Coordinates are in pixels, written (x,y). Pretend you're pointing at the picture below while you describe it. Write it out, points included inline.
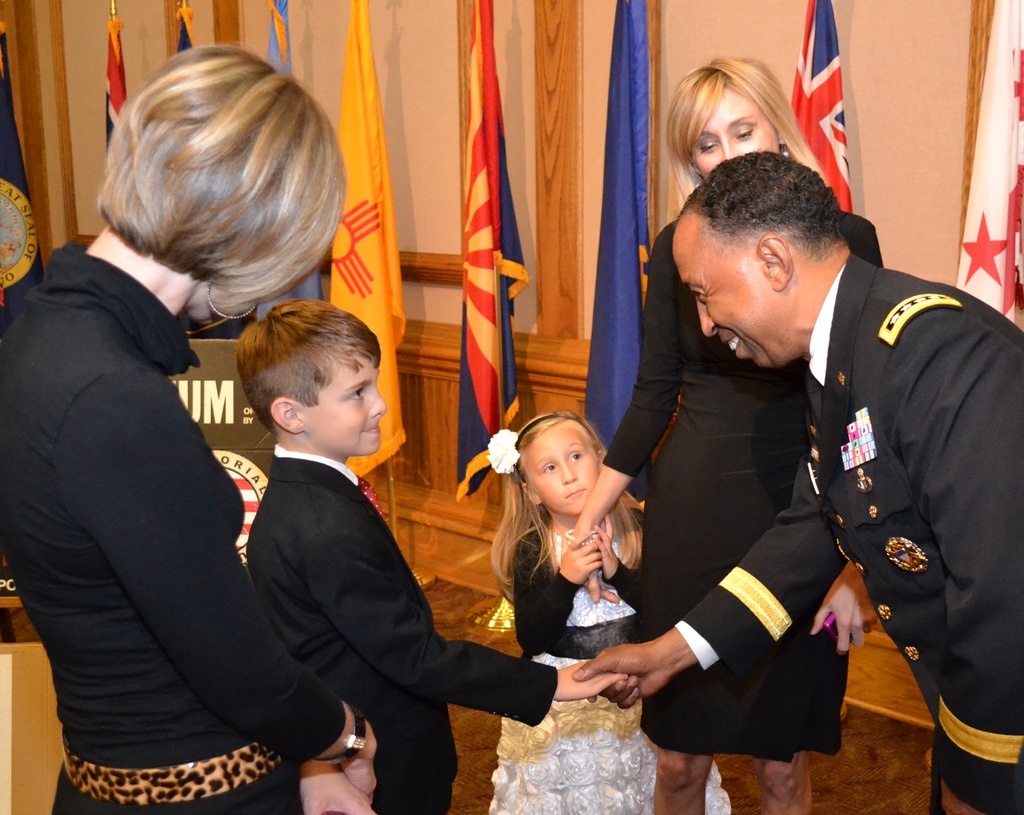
In this image I can see the group of people (364,602) with white and black color dresses (327,574). I can see one person (872,516) with the uniform (872,516). In the background (952,244) I can see many colorful flags (386,216) and the wall (536,188).
